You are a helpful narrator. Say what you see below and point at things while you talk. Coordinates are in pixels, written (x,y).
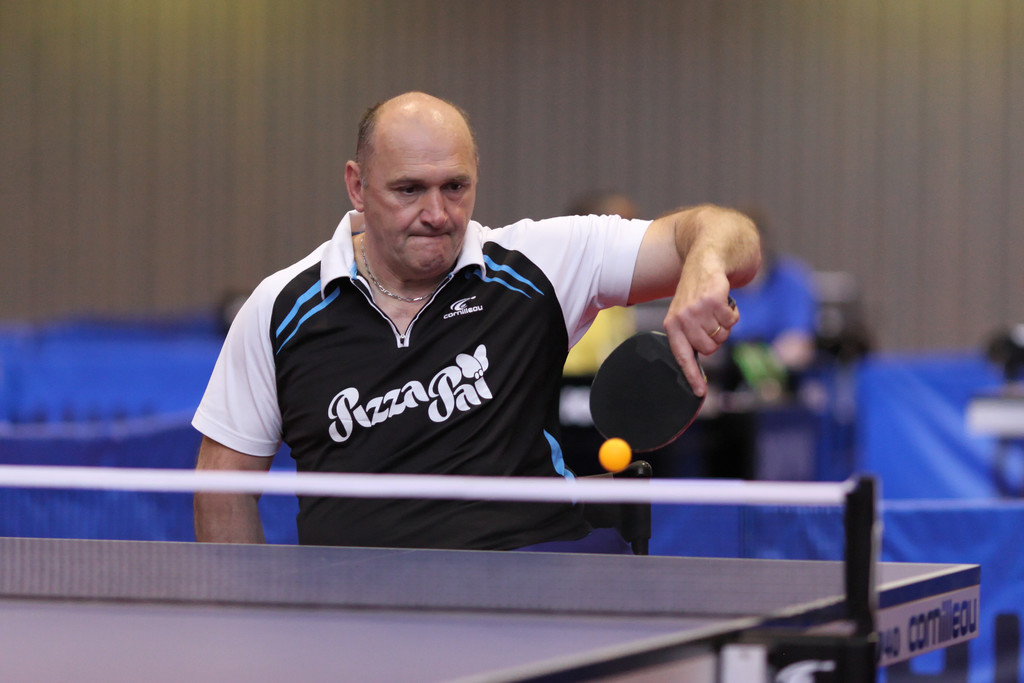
As we can see in the image there is a man (400,351) wearing black and white color t shirt (419,346) and playing table tennis. The background (164,184) is blurred.
